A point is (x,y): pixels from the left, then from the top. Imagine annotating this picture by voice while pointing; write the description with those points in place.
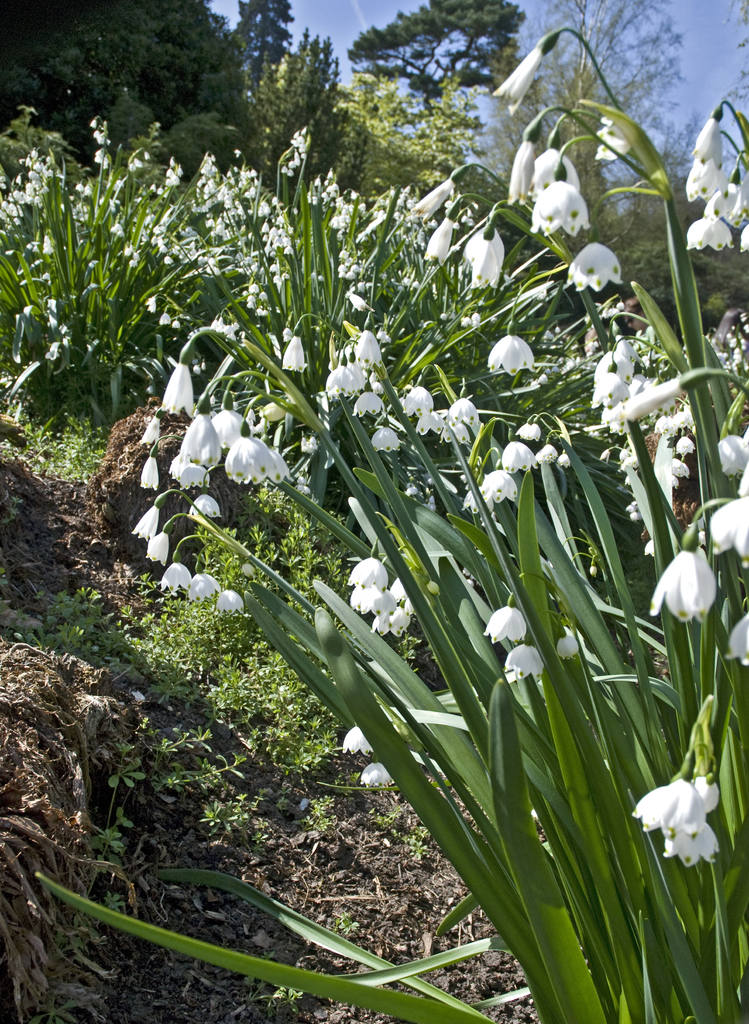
In this picture we can see some plants (454,382) and flowers (219,420) in the front (423,372), in the background (402,91) there are trees (478,78), we can see the sky (611,81) at the right top of the picture (691,22).
